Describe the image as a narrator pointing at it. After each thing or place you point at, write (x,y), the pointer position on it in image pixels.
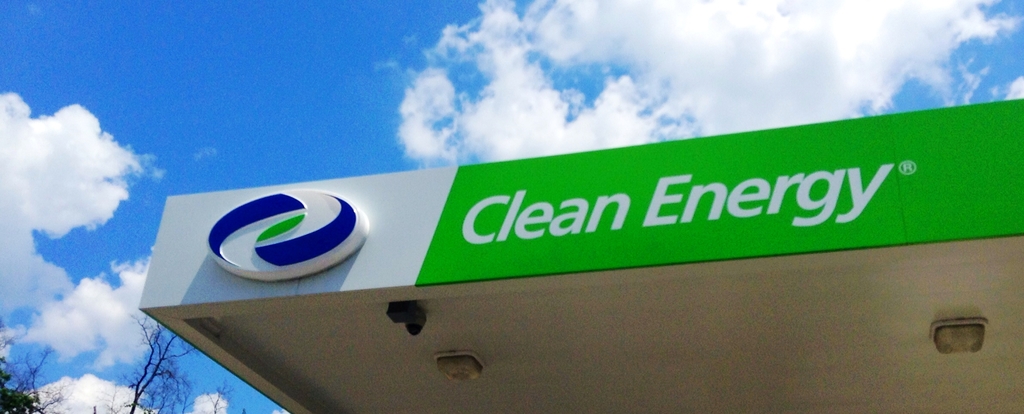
This picture is clicked outside. In the center (570,200) we can see the roof (571,346) of a building (783,319) and the text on it. In the background (235,69) there is a sky (309,79) with some clouds (493,104) and we can see the trees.
